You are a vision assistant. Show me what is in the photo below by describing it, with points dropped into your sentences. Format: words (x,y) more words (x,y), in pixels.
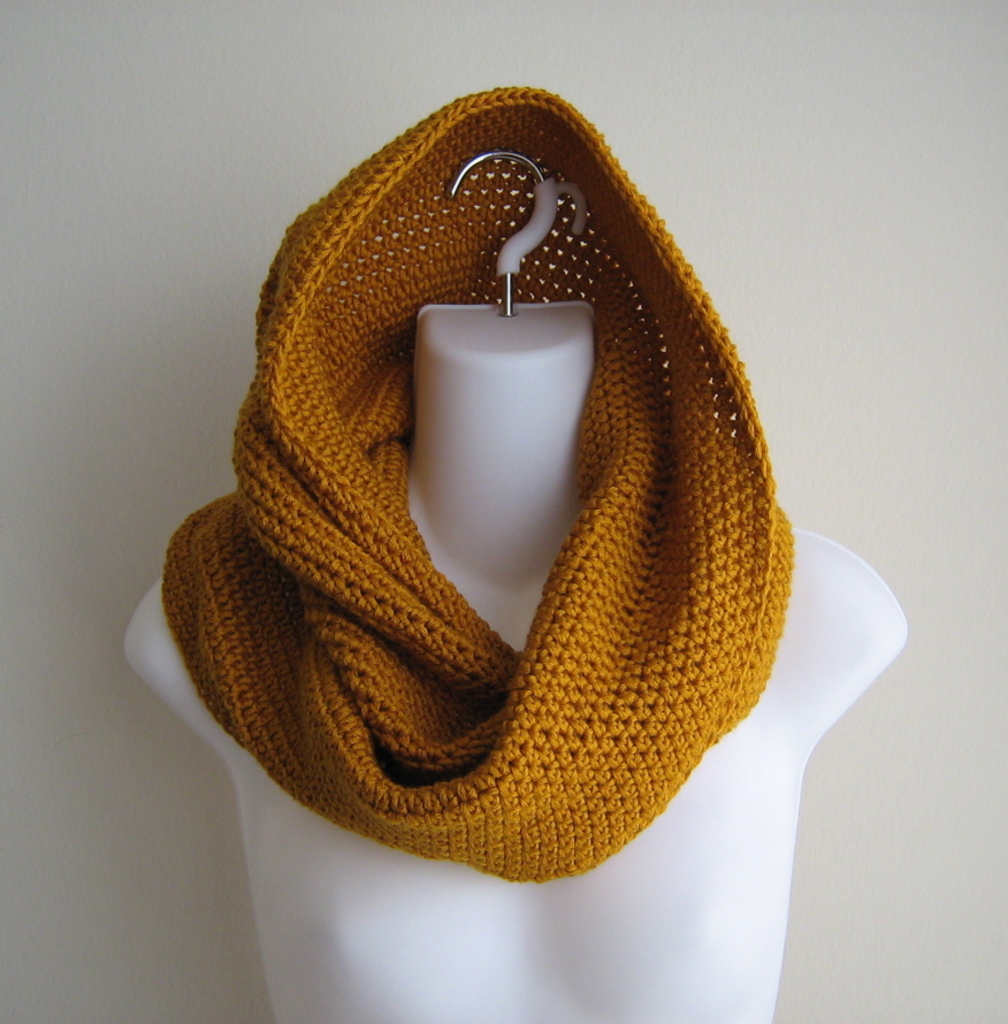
In this picture I can observe brown color scarf (355,451) on the mannequin (516,500). In the background (146,163) there is a wall (276,151).
